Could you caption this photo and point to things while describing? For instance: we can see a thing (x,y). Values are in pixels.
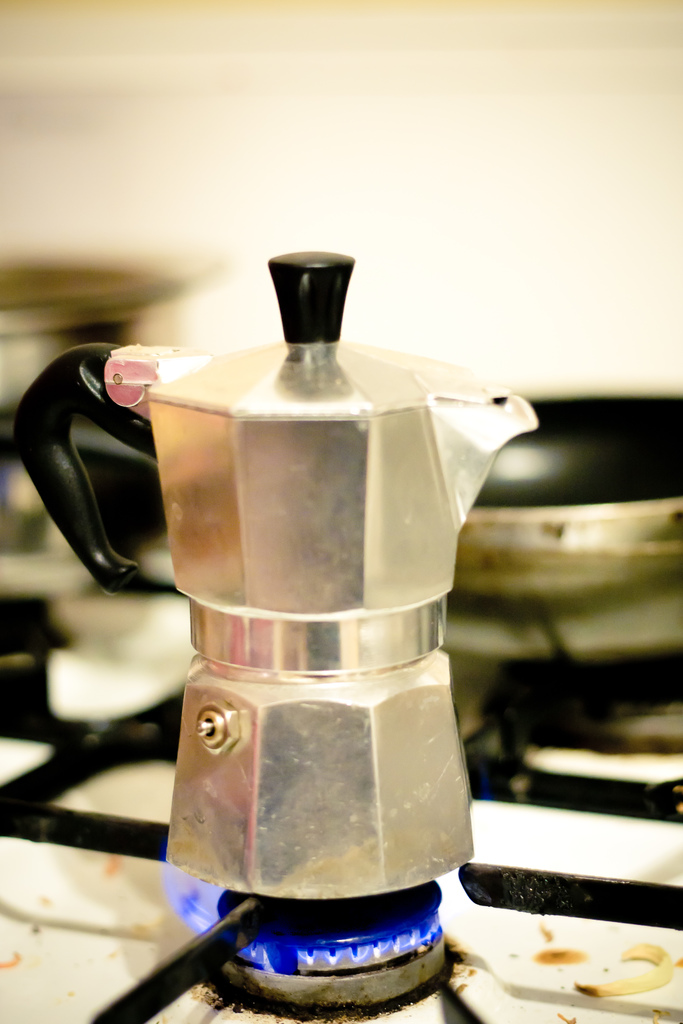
In this image at front (418,817) there is a jar (212,473) placed on the stove (255,967). Beside the jar (440,570) there is a pan (505,529) on the stove (59,665).
